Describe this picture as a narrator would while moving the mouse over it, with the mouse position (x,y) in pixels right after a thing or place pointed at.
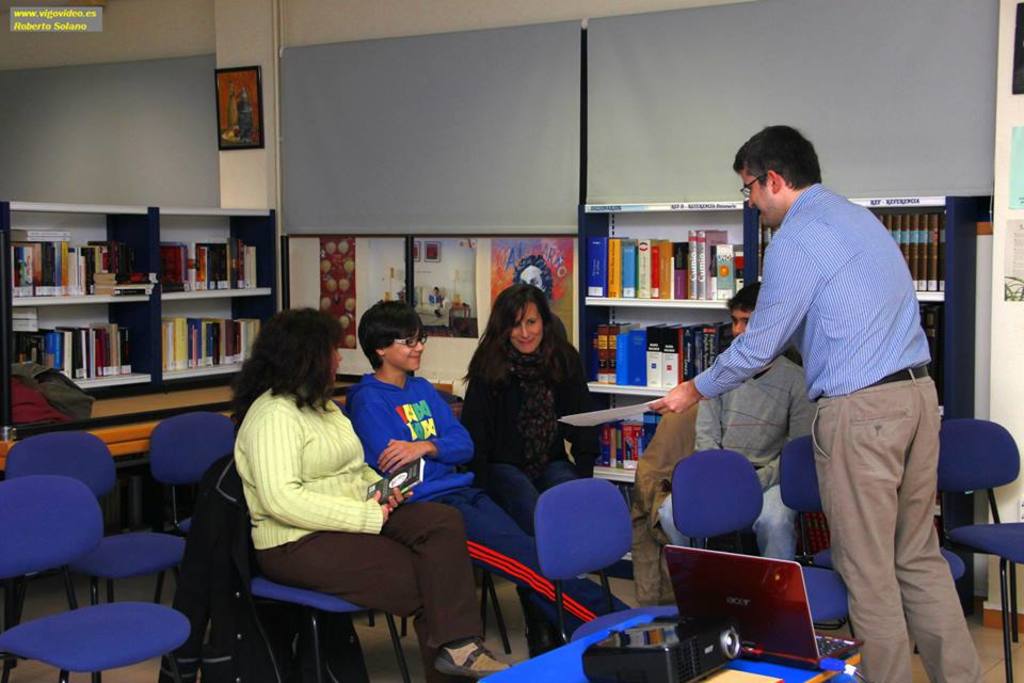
In this image i can see four persons (339,430) sitting on the chairs (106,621) and right side (879,306) i can see a person (875,318) wearing a blue color shirt (867,242) and he holding a paper (618,409) and there is a table (579,662) on the right side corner and on the table (566,668) I can see there is a laptop (772,635) and there is equipment (587,663) kept on the table (541,670) and on the right corner (685,303) i can see a rack (741,221), on the rack (741,221) there are some books (642,272) kept on that and left corner (206,328) I can see some books (190,287) kept on that and there is a wall (411,273) and see there are some photo frames (472,250) attached to the wall (360,200).
